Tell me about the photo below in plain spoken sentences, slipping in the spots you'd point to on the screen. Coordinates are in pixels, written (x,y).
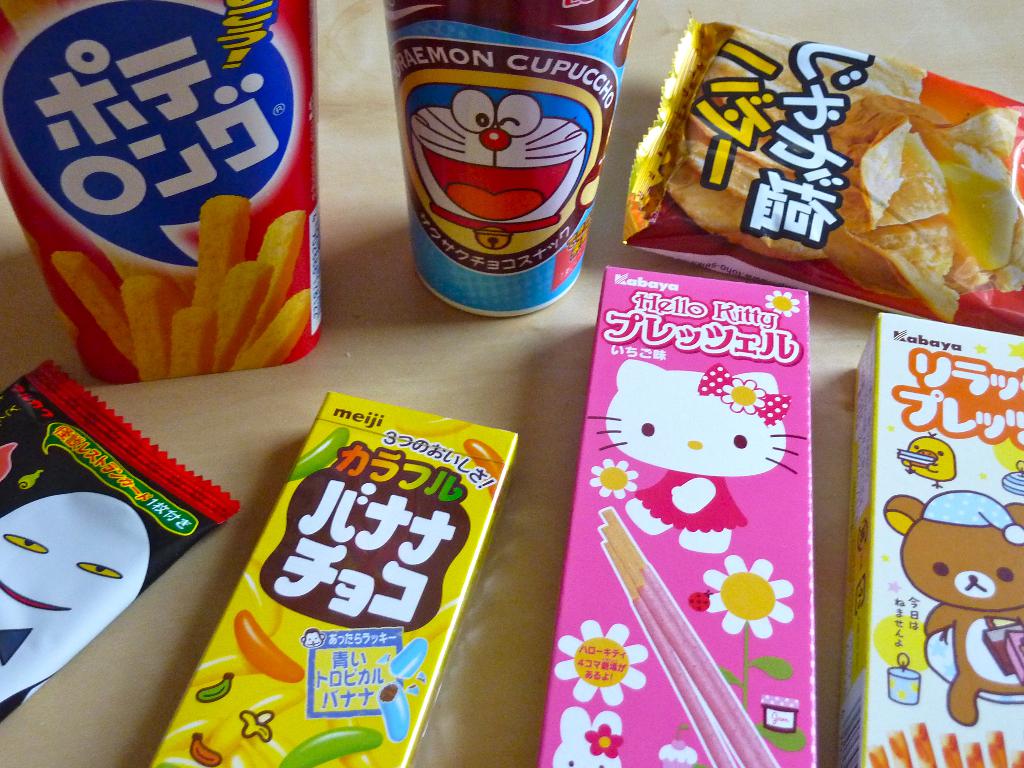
There are three boxes (907,630), two packets (87,573) and two bottles (2,135) placed on a table (840,320). And the background (334,353) is cream in color.
